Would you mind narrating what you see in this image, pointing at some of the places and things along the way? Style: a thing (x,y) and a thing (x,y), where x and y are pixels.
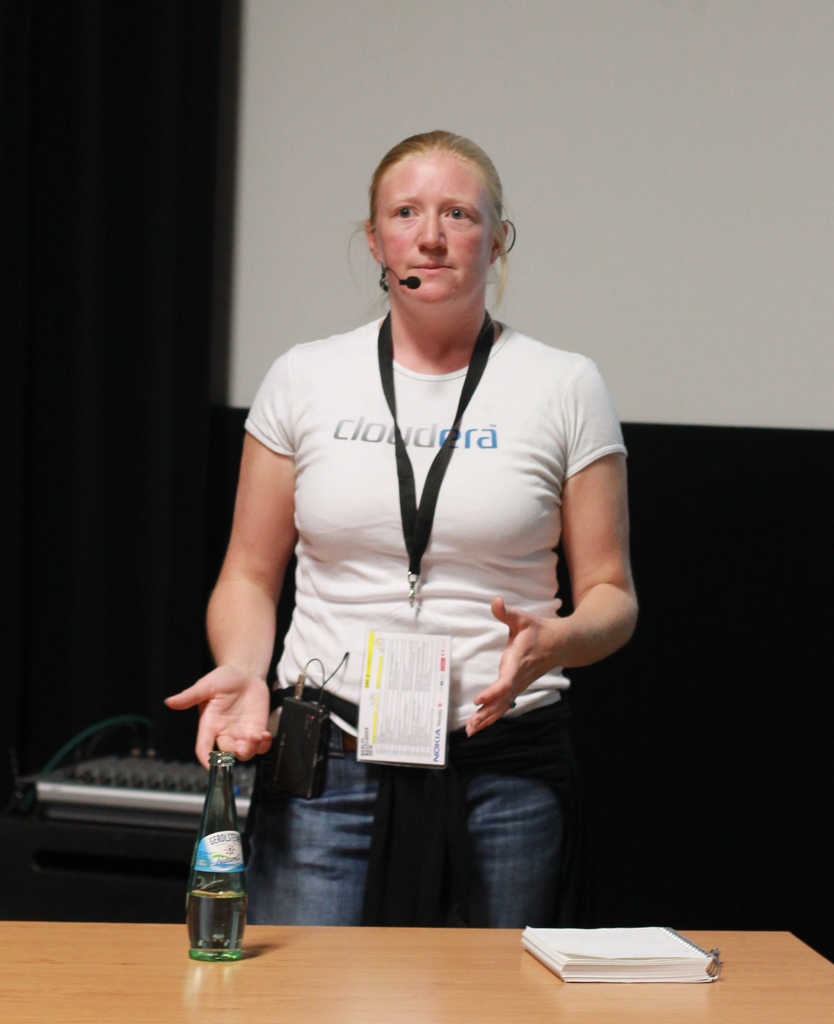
Here we can see a woman (578,492) standing in front of a table (410,952) with book (563,957) and bottle (208,924) on it she is having a microphone (410,282) and speaking something in it
